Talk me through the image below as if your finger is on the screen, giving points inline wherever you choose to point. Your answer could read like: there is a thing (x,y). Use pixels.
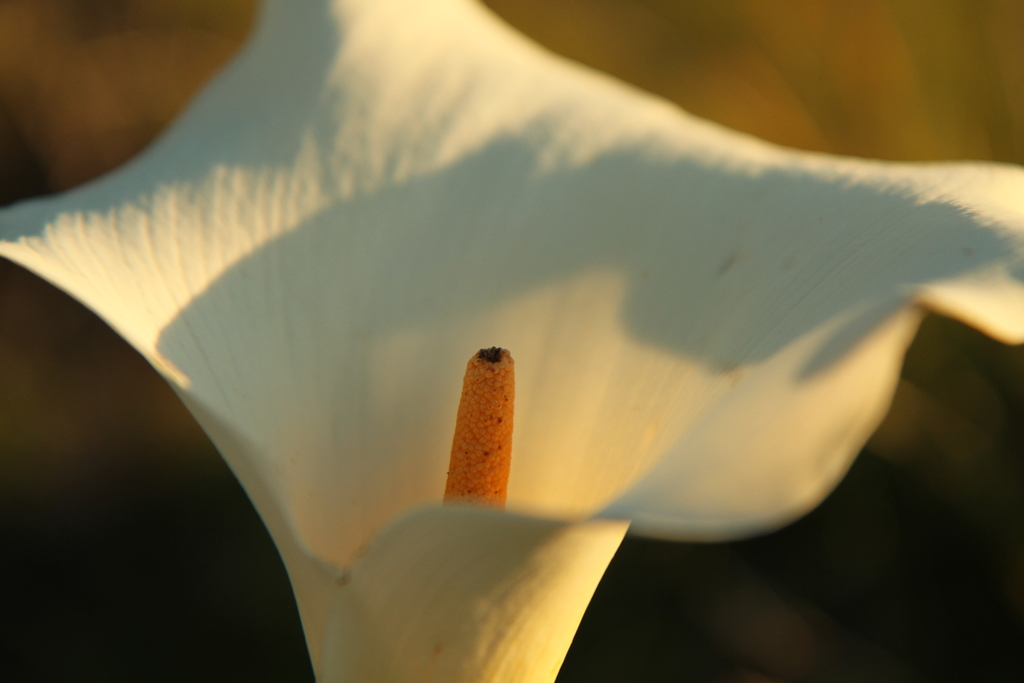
In this image I can see a white and orange color flower (556,328). Background (844,93) is in brown and black color.
